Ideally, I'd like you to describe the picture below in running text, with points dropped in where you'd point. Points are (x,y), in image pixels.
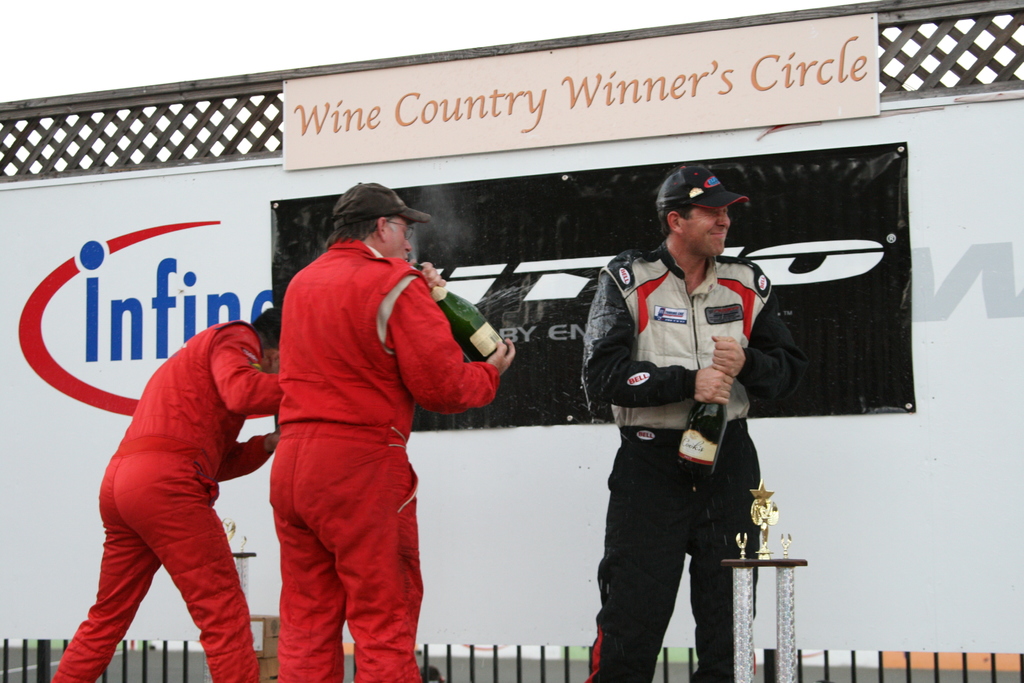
In this image I can see three people (331,473) with red, black and ash color dresses (406,552). I can see two people (664,280) with the caps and these people (471,382) are holding the wine bottles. In the back (468,285) there is a board (320,217) which is colorful. I can also see the sky (184,33) in the back (138,33).
